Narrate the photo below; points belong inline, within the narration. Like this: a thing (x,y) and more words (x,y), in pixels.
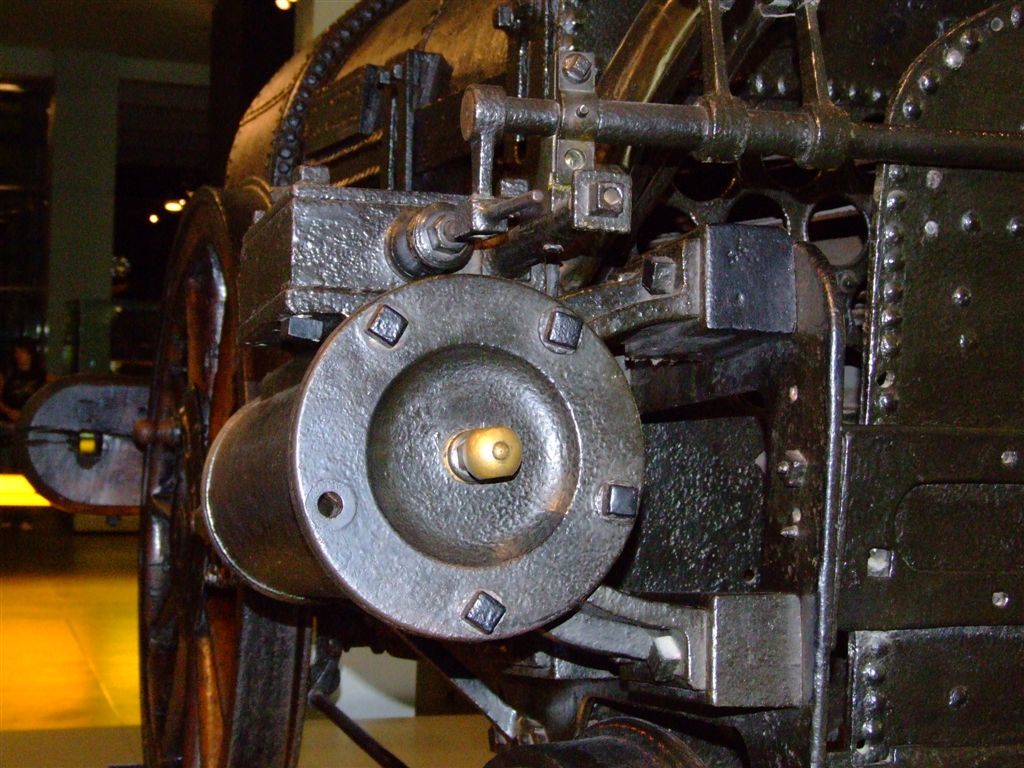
This image is taken indoors. At the bottom of the image (51,680) there is a floor (47,639). In the background (73,273) there is a pillar (73,238) and there are a few things (54,429). On the right side of the image (822,197) there is a machine (620,663). It is an iron machine (342,546).
